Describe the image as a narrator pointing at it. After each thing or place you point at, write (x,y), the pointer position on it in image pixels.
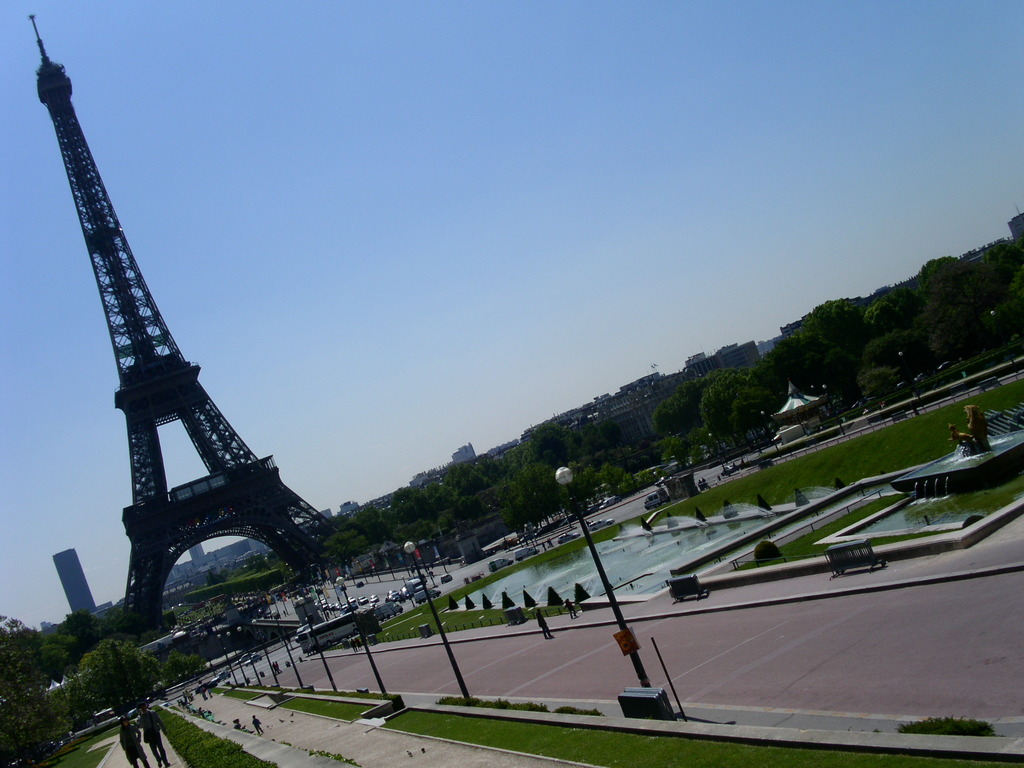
On the left side of the image (193,504), we can see the Eiffel tower (131,467). In the center of the image (573,502), we can see water (963,457), poles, one fountain (897,483), grass (778,471), vehicles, fences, few people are standing, etc. In the background (443,296) we can see the sky (436,191), buildings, trees (1002,259), one outdoor umbrella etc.
